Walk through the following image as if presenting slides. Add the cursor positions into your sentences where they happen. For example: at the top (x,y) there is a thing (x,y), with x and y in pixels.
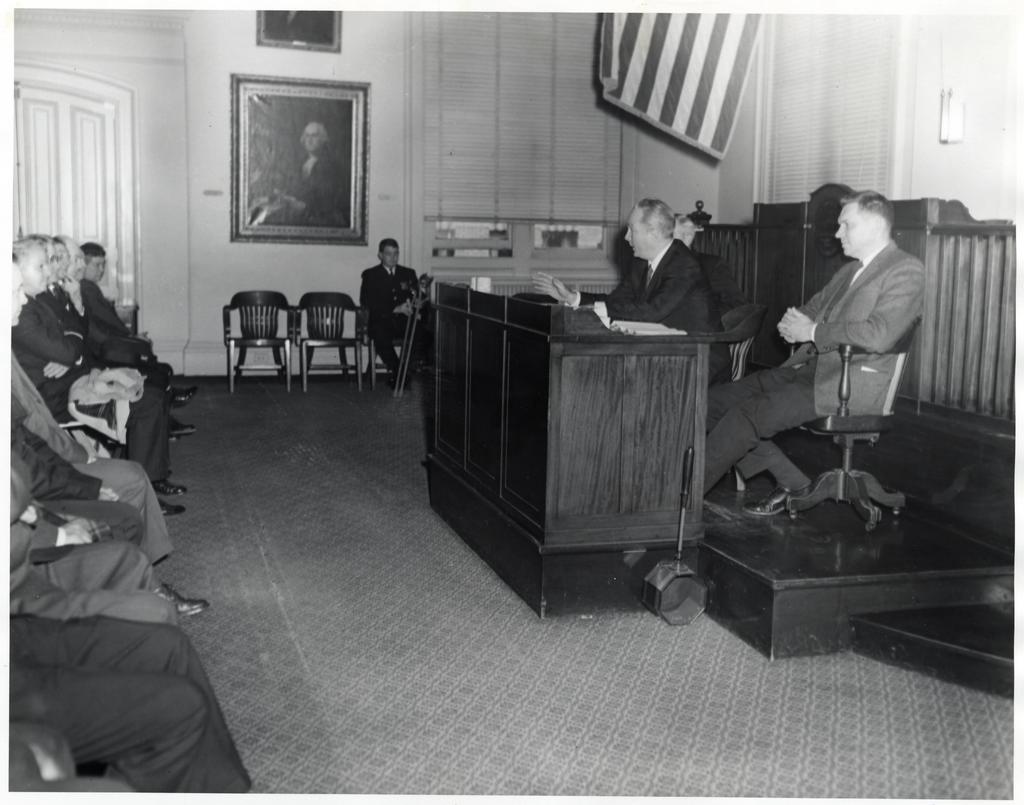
In this picture there are some people (176,698) those who are sitting at the left side of the image (187,666) in a queue there is a portrait (279,102) at the center of the image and there are two people (901,251) those who are sitting on the stage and there is a desk (453,502) in front of them, and there is a door (61,92) at the left side of the image (99,140).
